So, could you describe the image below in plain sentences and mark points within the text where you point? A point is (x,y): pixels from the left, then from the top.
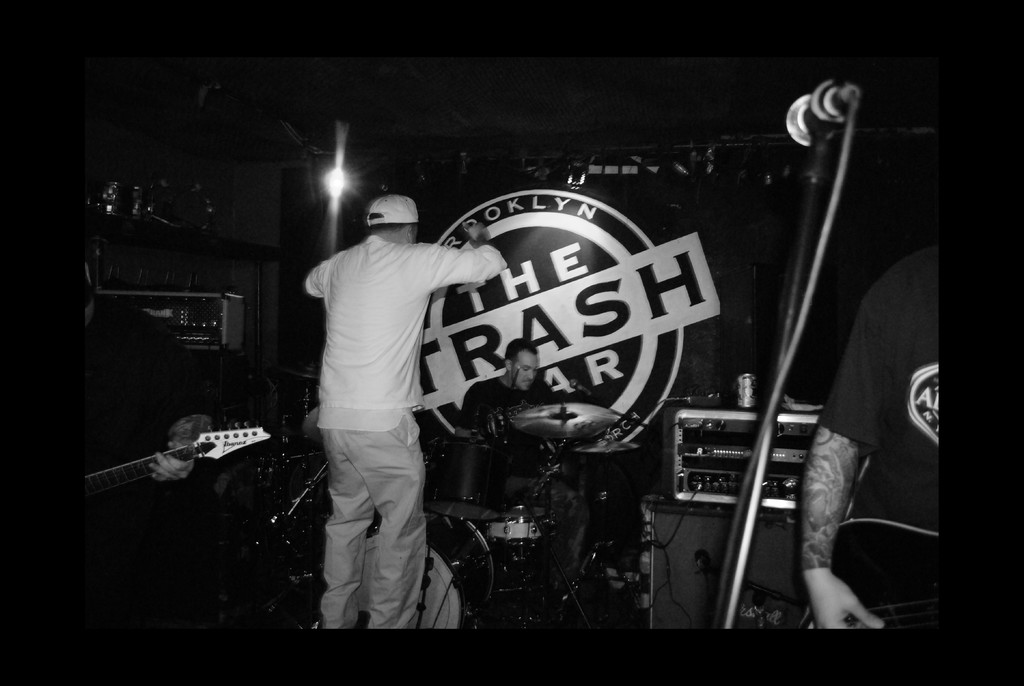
In this image I see 2 persons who are holding guitars (914,604) and this man (527,348) over here is near the drums (505,529) and I can also see this man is standing over here and there is a mic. In the background (684,483) I see lot of equipment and the light (344,152).
